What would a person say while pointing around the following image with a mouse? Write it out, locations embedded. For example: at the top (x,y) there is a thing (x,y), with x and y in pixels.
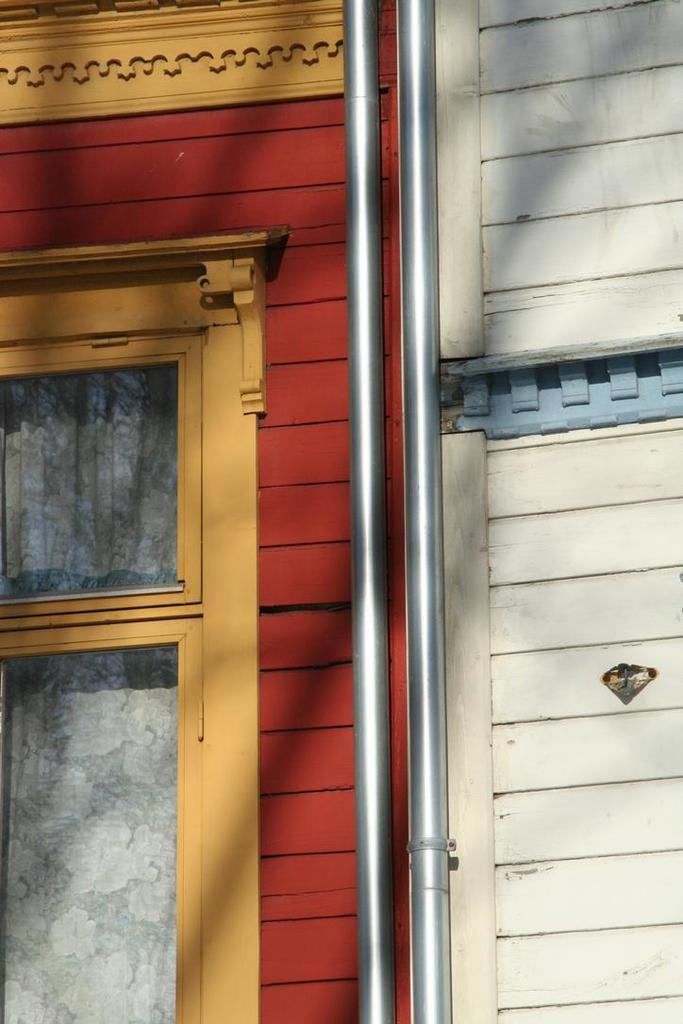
In this image we can see there is the wall (318,496) with a design (572,389) and there is the window (93,701), through the window (91,515) we can see the curtain (32,466) and there are rods (385,648) attached to the wall (572,400).
